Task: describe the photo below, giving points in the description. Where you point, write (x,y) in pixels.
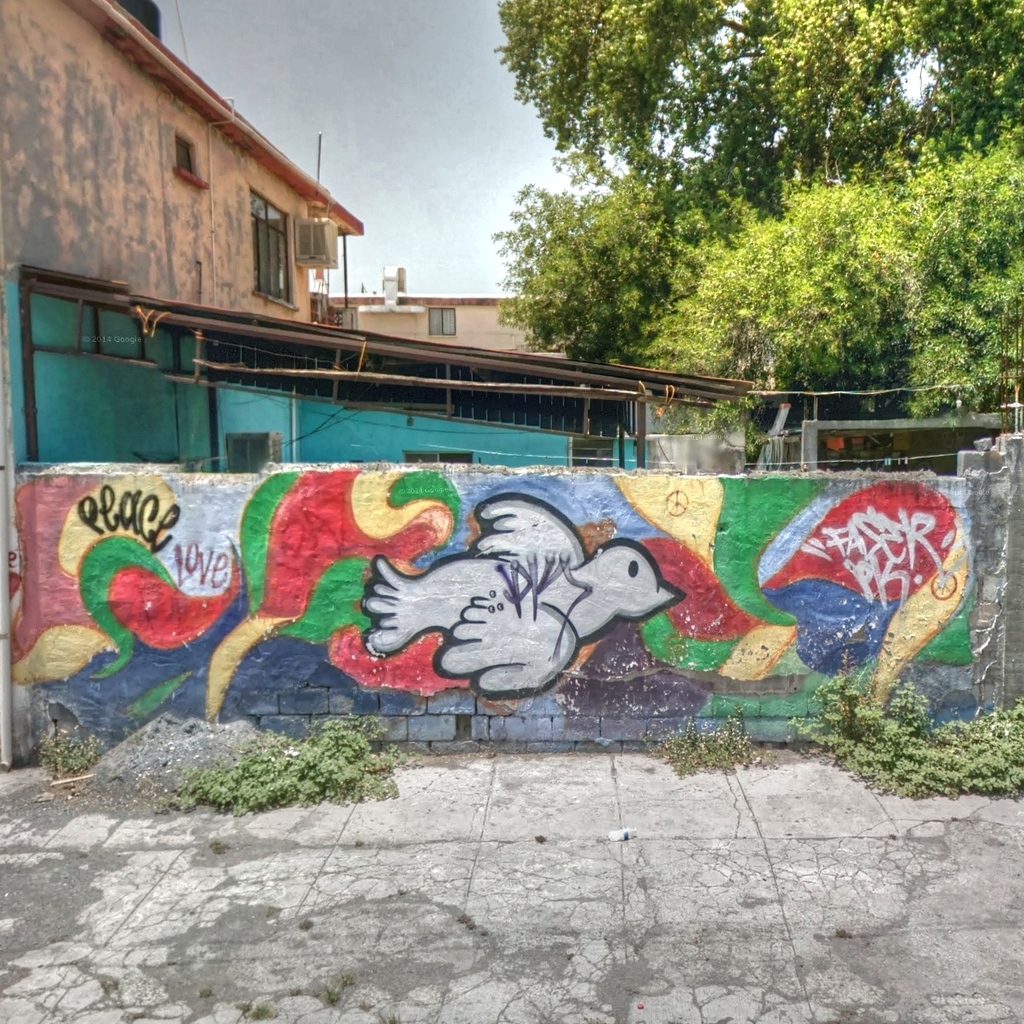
In this image there is a wall (313,598) with some graffiti paints (397,614), behind that there is a building (261,309) and tree (956,367) in front of the wall (974,681) there is a floor (872,816) and small plants (345,796).
